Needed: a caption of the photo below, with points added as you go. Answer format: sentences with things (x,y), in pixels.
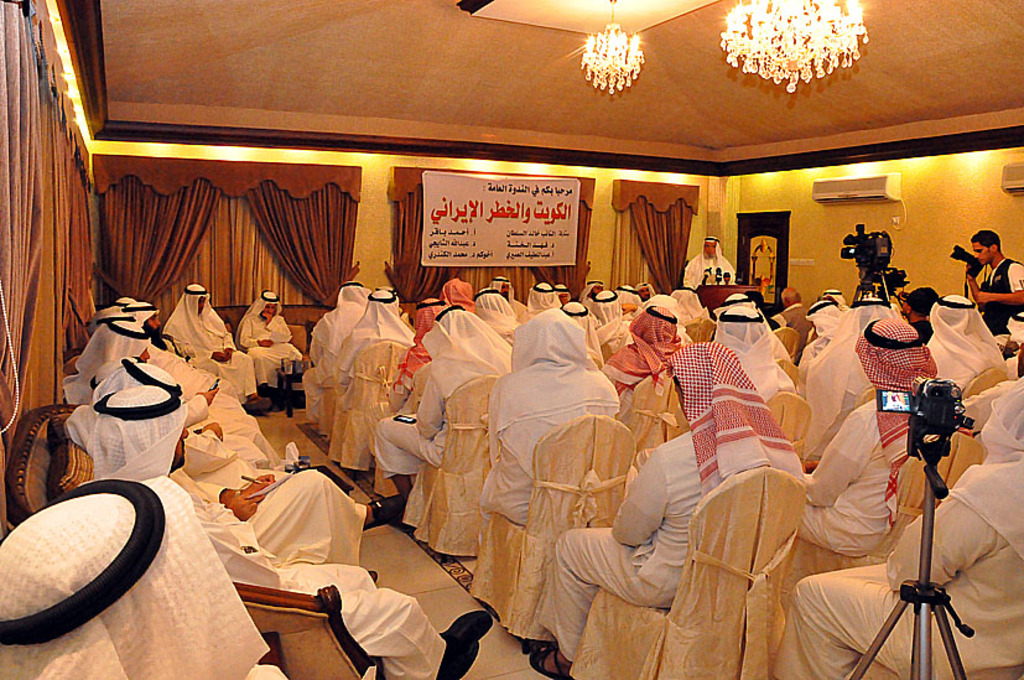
In this picture we can see a group of people (366,603) on the floor (430,548) and they are sitting on chairs (467,526) and two people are standing, here we can see a podium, mics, cameras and in the background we can see the wall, curtains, board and chandeliers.
